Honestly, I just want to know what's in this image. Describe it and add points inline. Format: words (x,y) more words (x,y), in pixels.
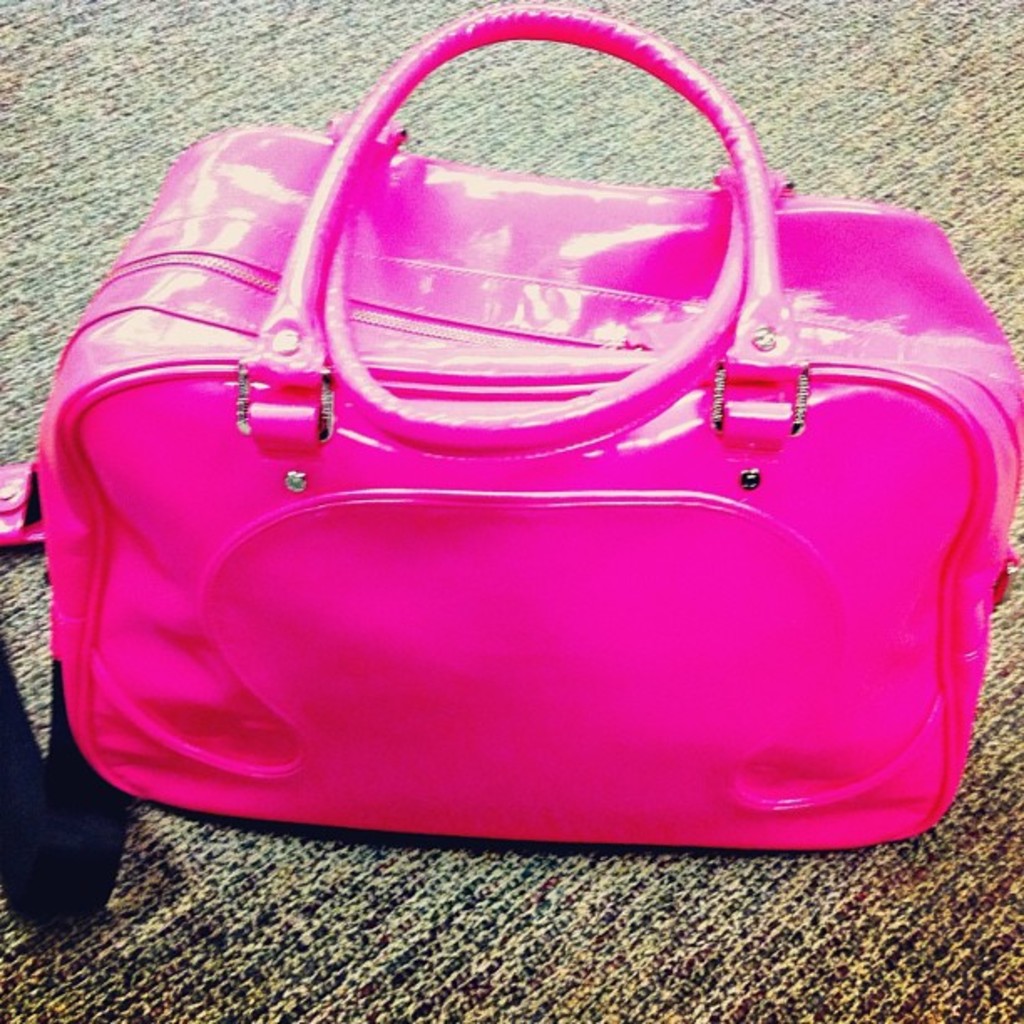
This image is clicked inside the room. There is a bag (710,440) in pink color. Is kept on the floor (551,851). At the bottom (408,940), there is a floor mat (381,961).
